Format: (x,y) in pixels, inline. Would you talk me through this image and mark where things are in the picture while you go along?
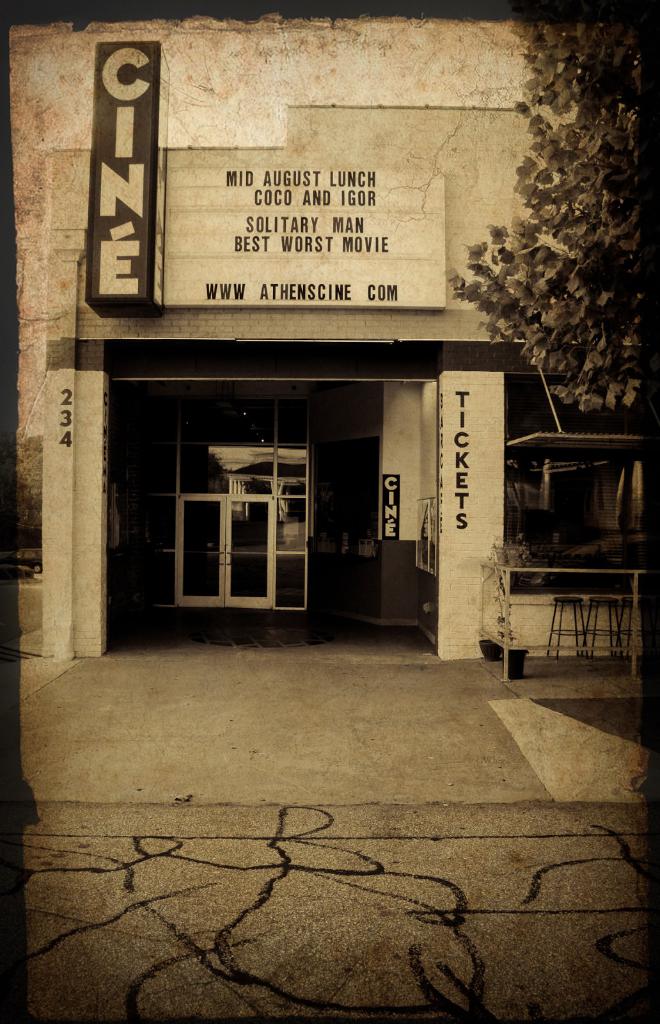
In the center of the image (270,586) there is a building (455,249) and we can see a board (236,239) on it. There is a door (209,535). At the bottom (219,816) there is a road (445,955). On the right (573,399) we can see a tree (606,257).
